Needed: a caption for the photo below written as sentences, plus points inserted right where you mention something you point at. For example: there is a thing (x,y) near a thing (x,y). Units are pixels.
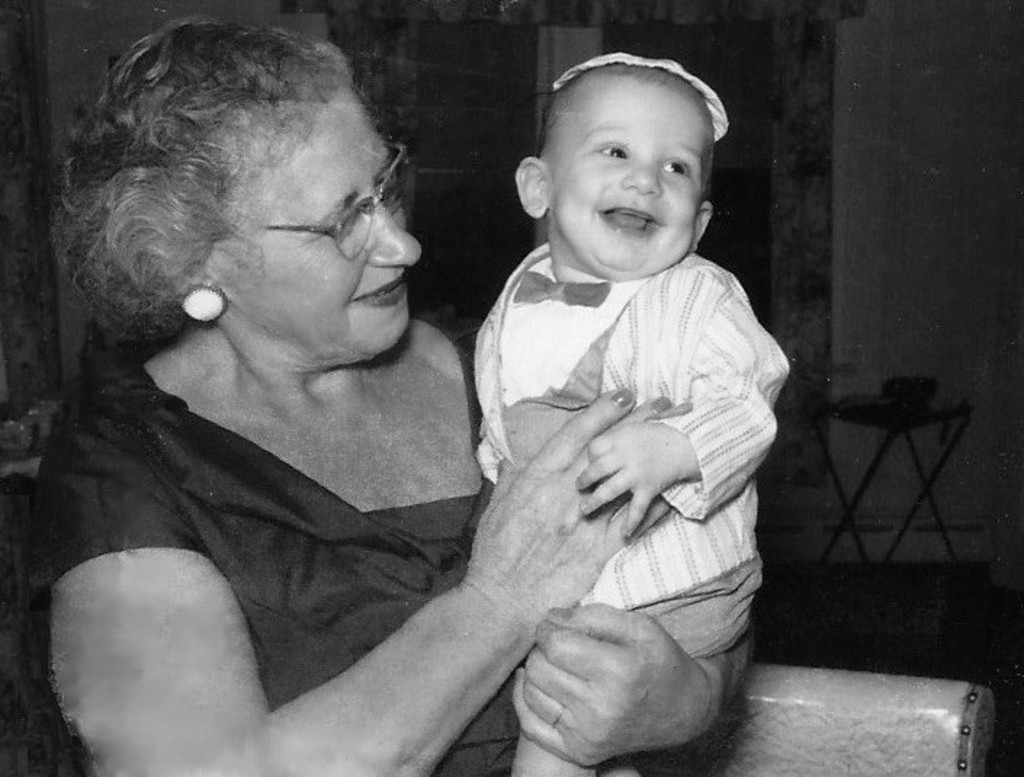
I can see this is a black and white picture. There is a person (473,474) carrying baby (500,313). And there are some objects (766,735) in the background (766,735).
